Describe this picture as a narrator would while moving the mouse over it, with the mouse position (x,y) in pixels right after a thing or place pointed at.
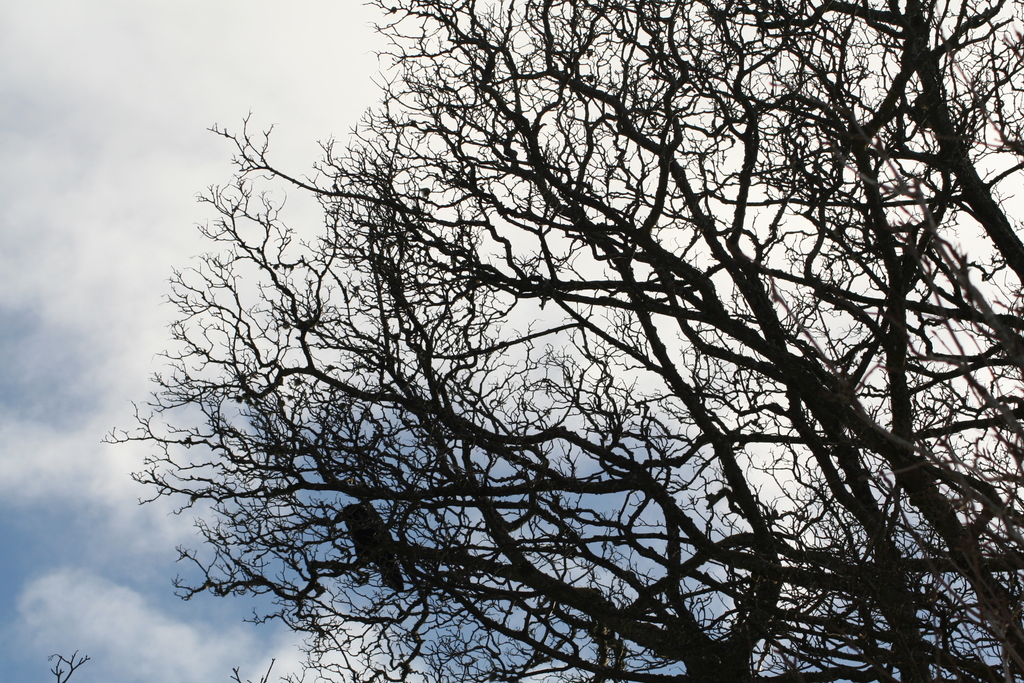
There is a dry tree (426,605). A bird (376,555) is present on the tree (351,567).
